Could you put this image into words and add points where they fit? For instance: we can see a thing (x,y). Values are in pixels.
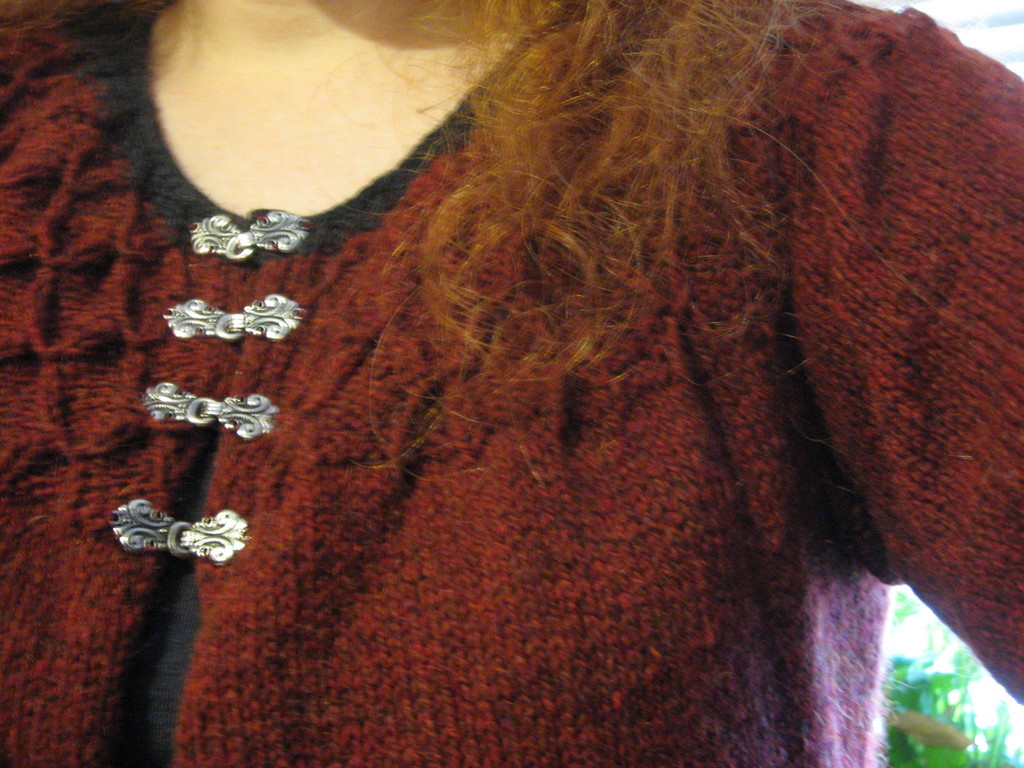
In this picture there is a lady (504,245) in the center of the image (498,350), it seems to be there is grass (964,720) in the bottom right side of the image (964,720).
